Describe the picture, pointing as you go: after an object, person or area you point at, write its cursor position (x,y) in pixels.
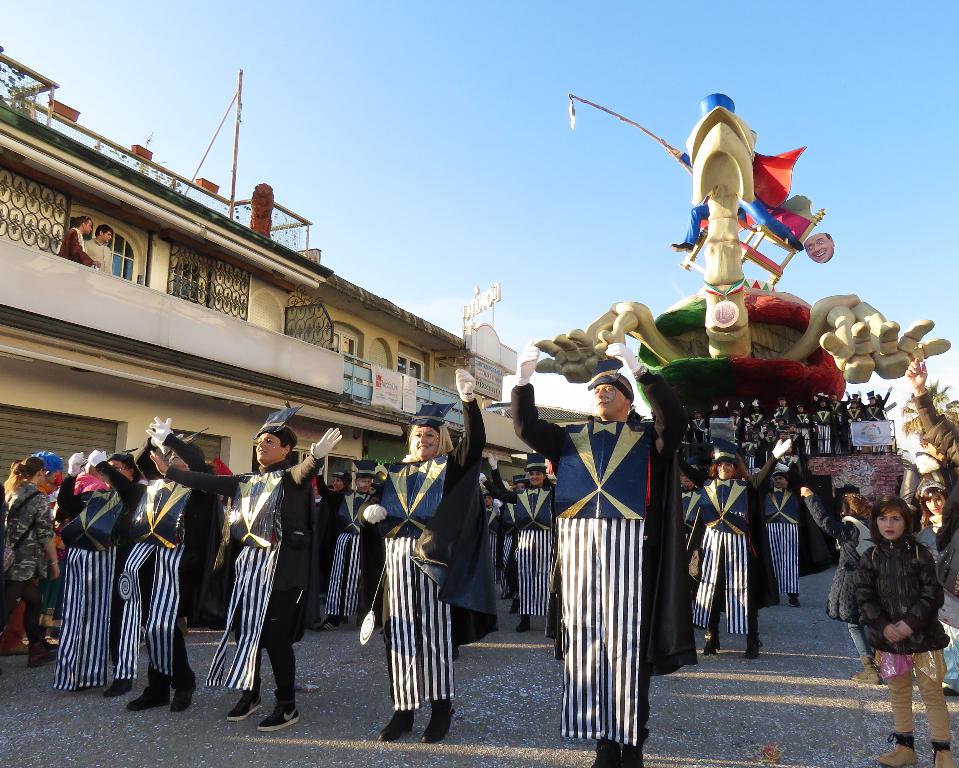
Here we can see a crowd (713,465), statue (711,403) and building (138,415) with boards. Sky (331,162) is in blue color.
